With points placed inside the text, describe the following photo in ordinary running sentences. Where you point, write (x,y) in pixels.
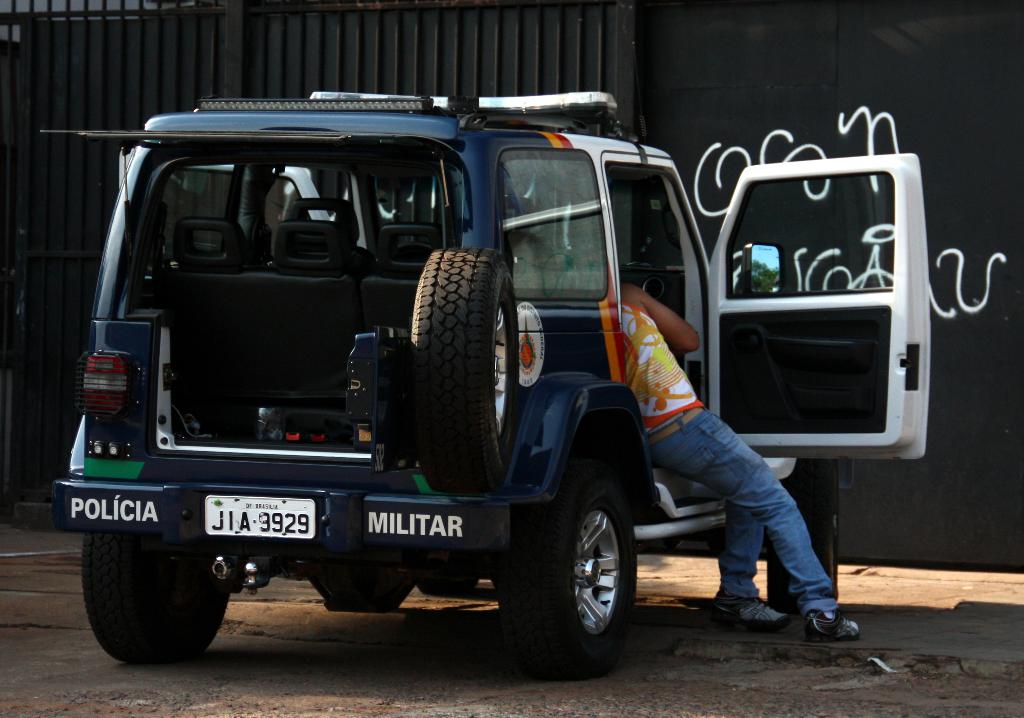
In this image in the center (635,453) there is one vehicle (570,512) in that vehicle (648,522) there is one person (695,429), and in the background (830,137) there is a wall (712,217) and gate (38,274). At the bottom (840,688) there is road (831,661).
